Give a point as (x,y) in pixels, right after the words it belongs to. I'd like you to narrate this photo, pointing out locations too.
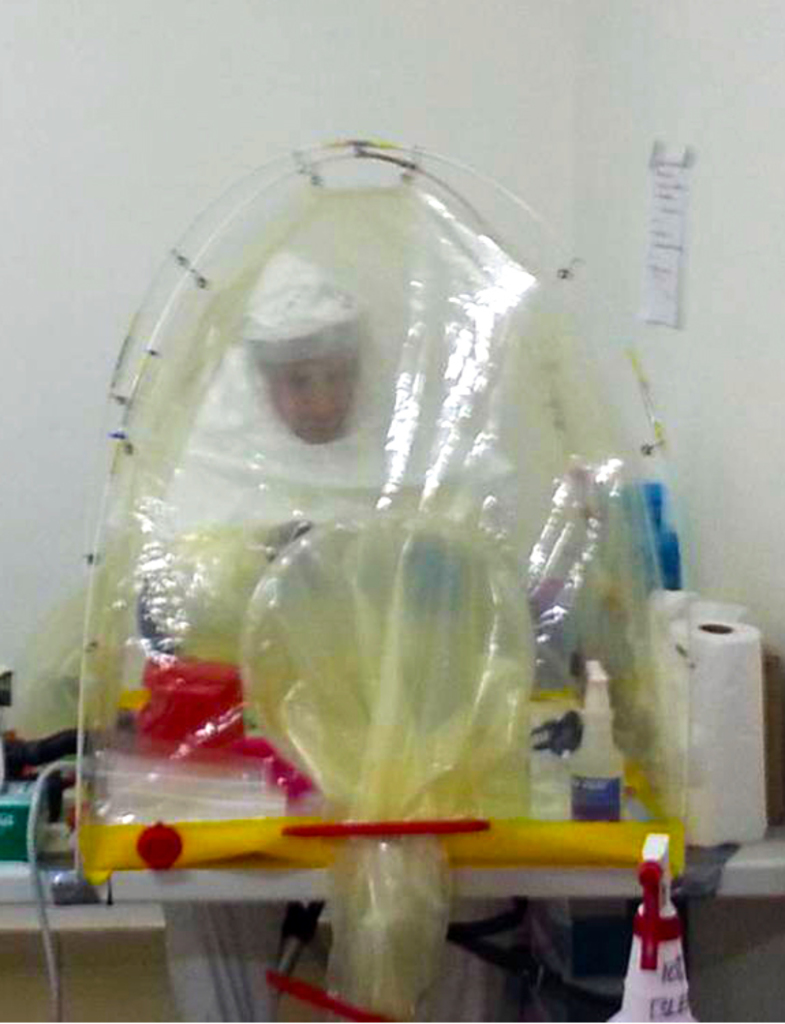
In this image we can see white color table (138,879). On table (775,875) tissue paper roll (755,726), bottle (587,718), wire (45,785) and transparent thing (361,656) is there. Behind the table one person (327,512) is standing and white color wall (707,145) is present. One paper (677,193) is attached to the wall (726,237). Right bottom of the image (658,945) one bottle (641,979) is there.
